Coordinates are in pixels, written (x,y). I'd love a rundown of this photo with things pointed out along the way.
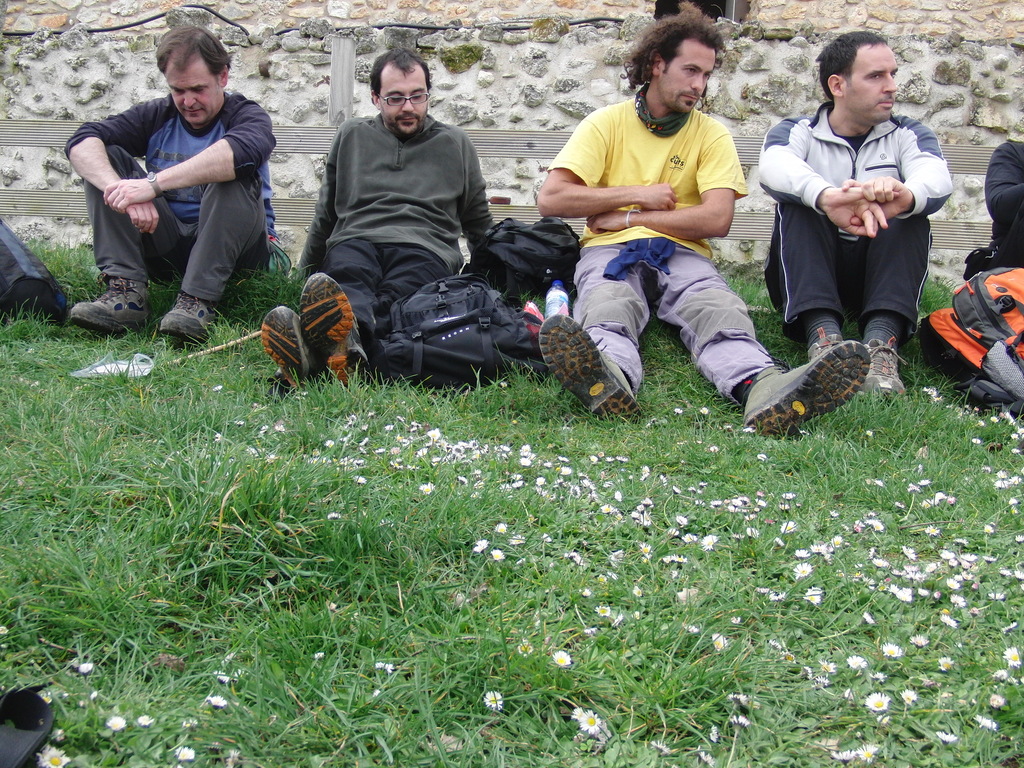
In this picture I can see few people (893,82) sitting on the grass (202,422). I can see bags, flowers (223,704) and some other objects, and in the background (1018,20) there is fence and a wall (801,54).
